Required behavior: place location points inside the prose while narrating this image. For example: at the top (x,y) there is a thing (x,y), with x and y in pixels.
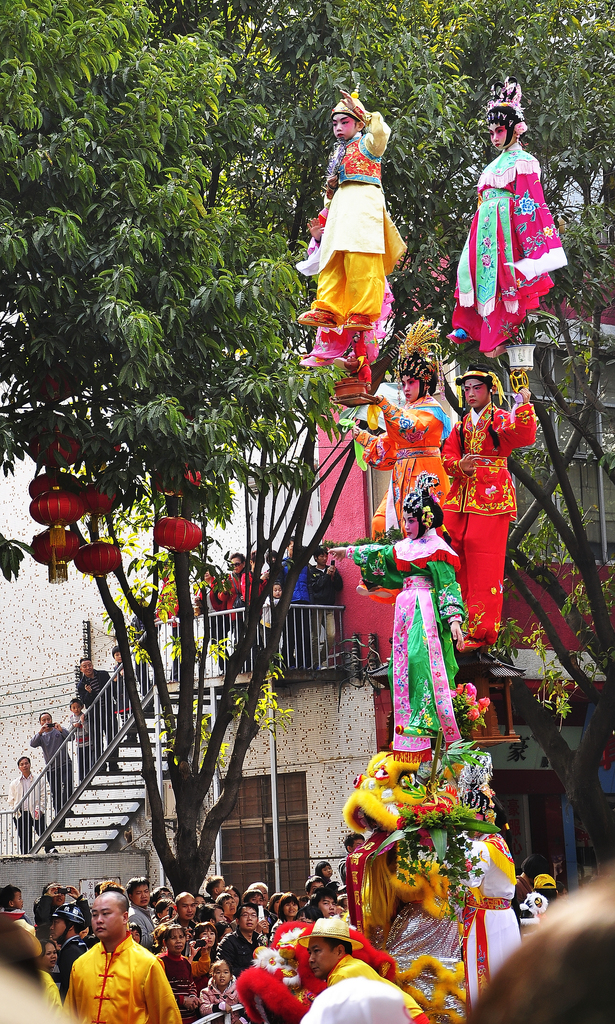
In this picture we can see a group of people (381,976) standing on the ground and steps (85,722), trees (250,631) and in the background (331,836) we can see a building (84,534).
